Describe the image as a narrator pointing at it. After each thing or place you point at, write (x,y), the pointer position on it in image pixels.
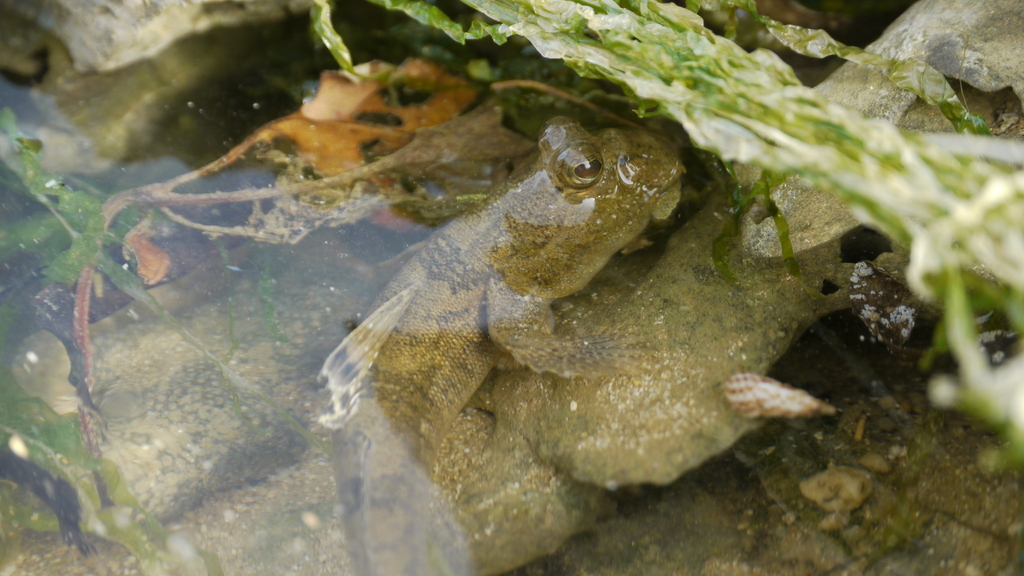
In this image there is a fish (401,353) inside the water (252,310). Along with the fish (427,299) few leaves (72,249) and stones (251,430) are visible.
